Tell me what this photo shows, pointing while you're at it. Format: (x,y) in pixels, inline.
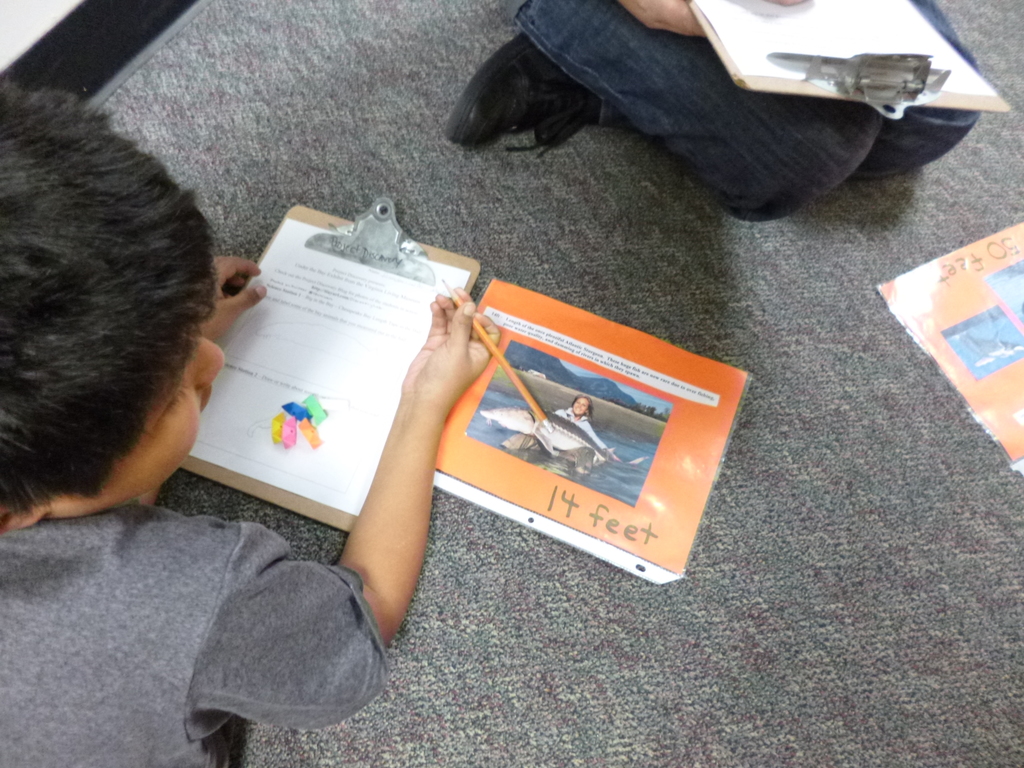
In this image I can see two persons (18,711) sitting on the floor (994,549), in front (273,471) I can see few papers (286,461), a pencil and a book (643,417).
